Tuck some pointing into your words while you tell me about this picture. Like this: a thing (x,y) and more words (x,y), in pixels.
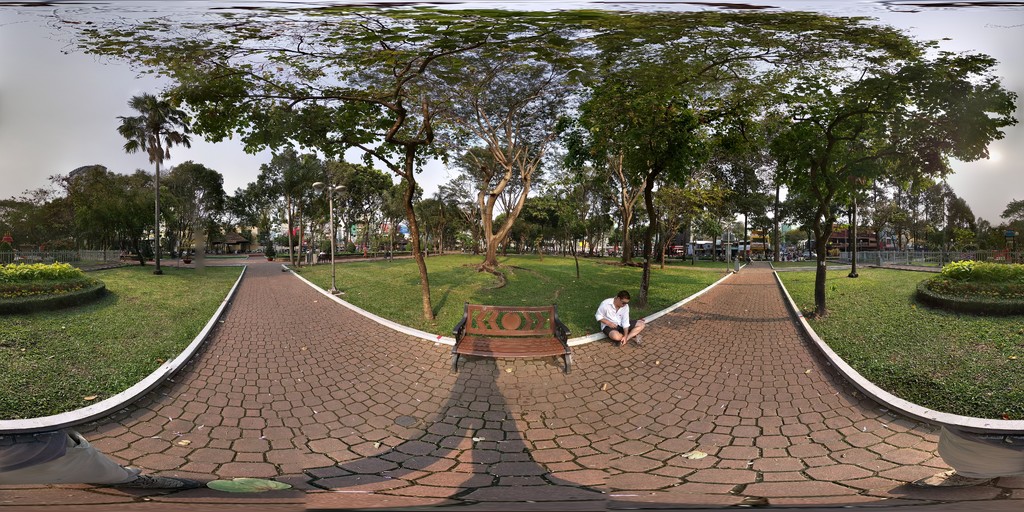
In this image we can see a person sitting on the ground (604,362). We can also see a pathway (594,404), a bench (497,348), grass (507,299), a group of trees (369,228), poles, a fence (939,249), some houses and the sky (88,118) which looks cloudy.
